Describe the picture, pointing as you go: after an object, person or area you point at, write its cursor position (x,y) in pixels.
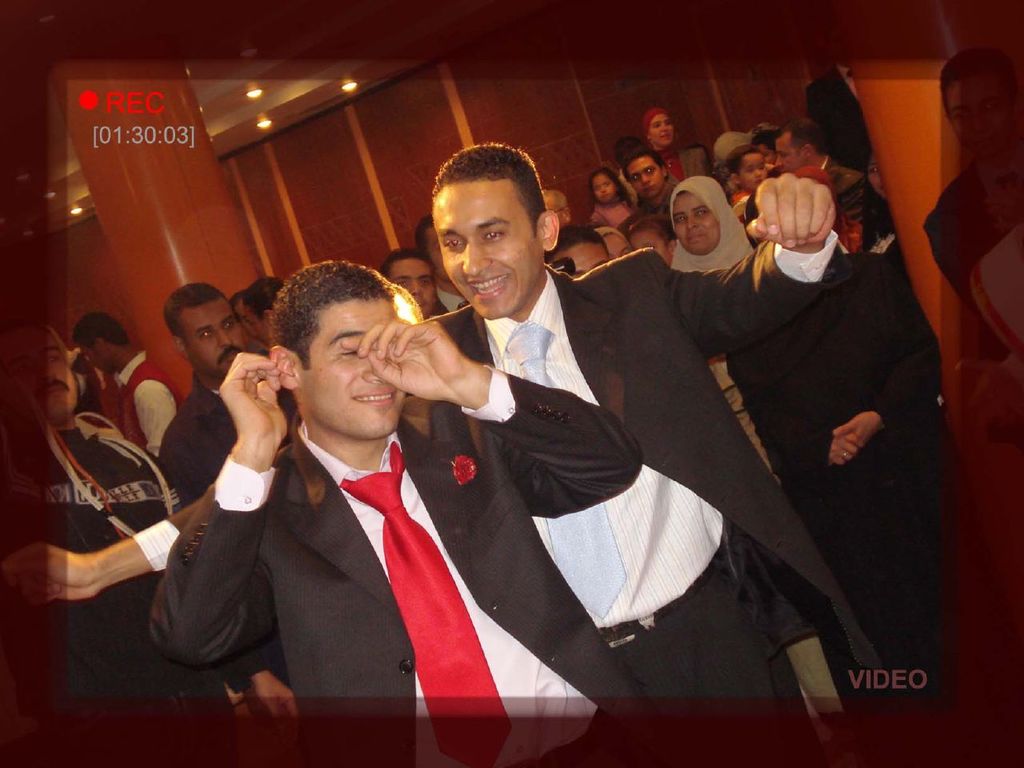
In this image we can see people (606,487). In the background (879,87) there are pillars (208,137) and we can see a wall (360,190). At the top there are lights (349,84).
